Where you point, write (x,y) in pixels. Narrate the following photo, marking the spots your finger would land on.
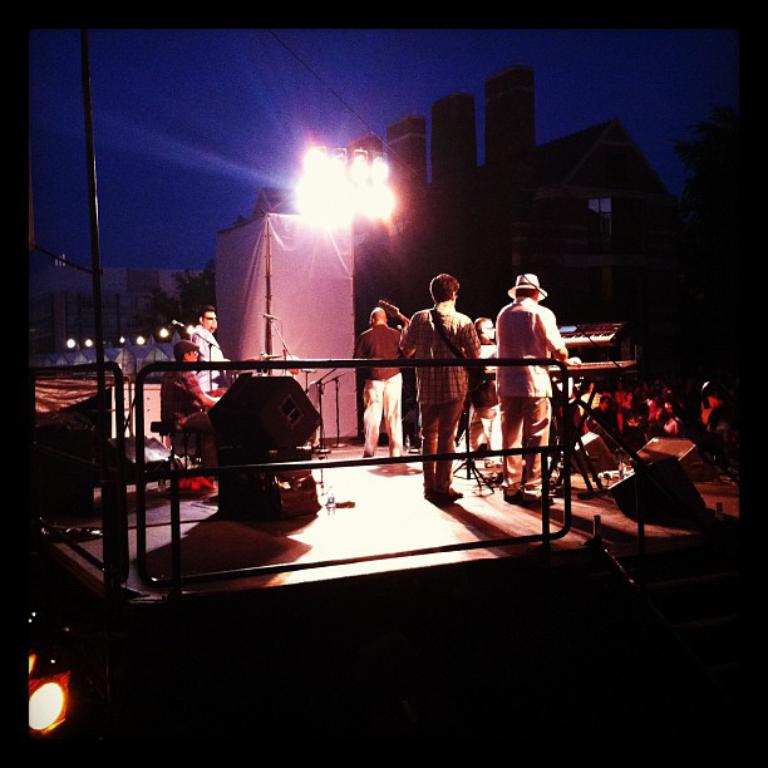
I can see the man (187,388) sitting and playing the drums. These are the speakers (293,409). I can see a person (441,336) standing and holding a guitar (396,316). This looks like a show light (342,216). Here is a person (526,367) standing and playing piano (582,343). He wore a hat (525,283). This looks like a banner (294,281). This is the building (606,228). I can see a tree (208,294). There are group of people (628,411) standing.
